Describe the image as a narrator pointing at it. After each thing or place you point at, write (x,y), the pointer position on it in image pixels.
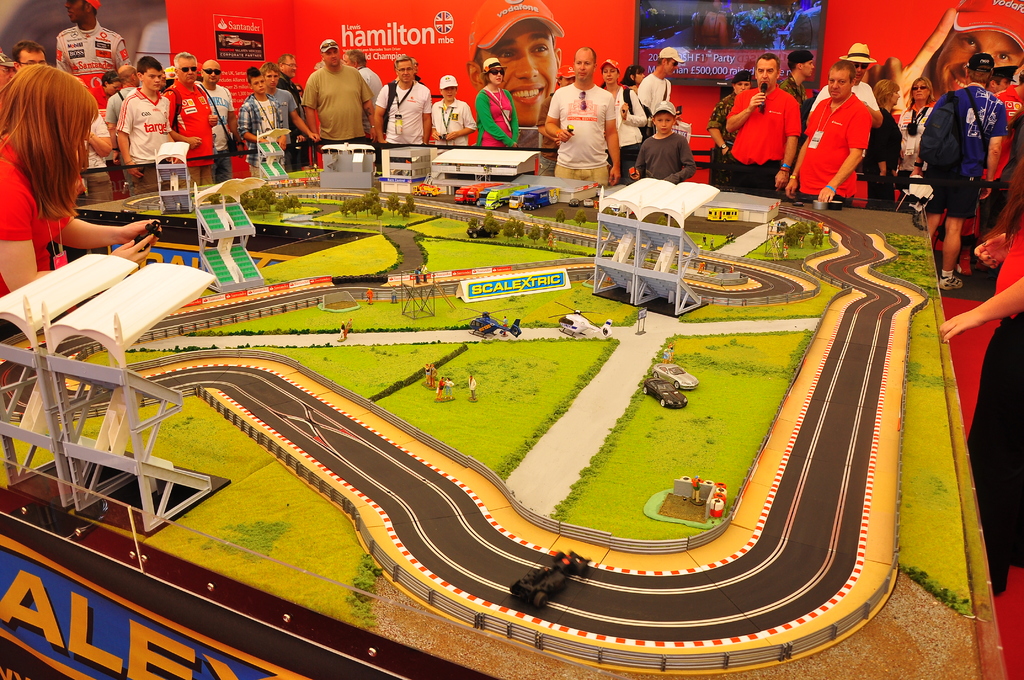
In the picture I can see a game board (374,455) in which I can see toy vehicles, trees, the road (809,452) and a few more things (191,276). Here I can see these people (327,47) standing around the board (46,340). In the background (289,51), I can see the red color banner (567,51) and I can see monitor (819,12) fixed to the wall (859,3).
